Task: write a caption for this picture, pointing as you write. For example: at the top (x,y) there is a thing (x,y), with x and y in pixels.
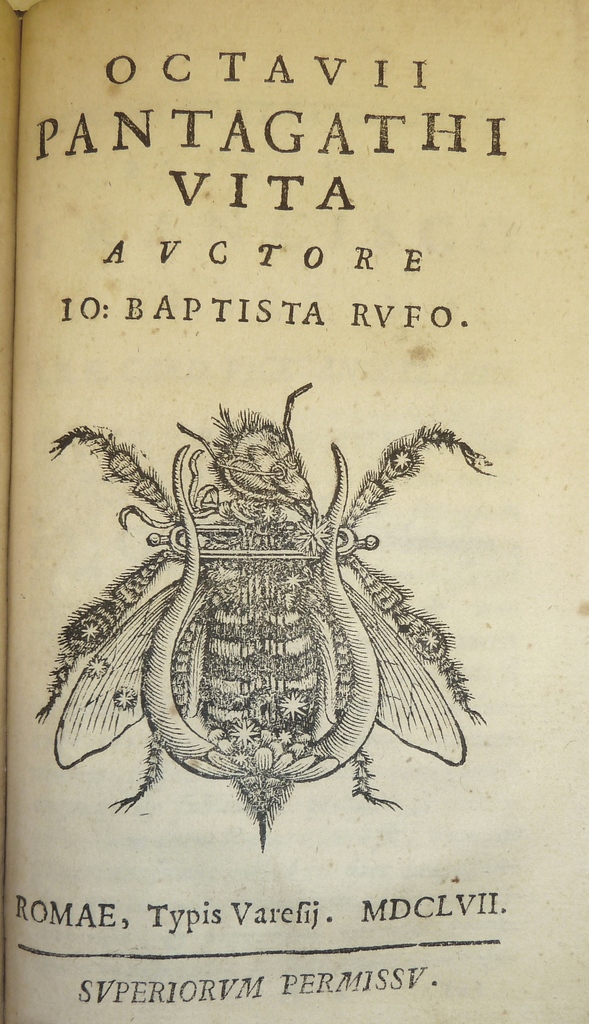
In the middle of the image (321,412) we can see the image of a bee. At the top (428,251) and bottom there is text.
